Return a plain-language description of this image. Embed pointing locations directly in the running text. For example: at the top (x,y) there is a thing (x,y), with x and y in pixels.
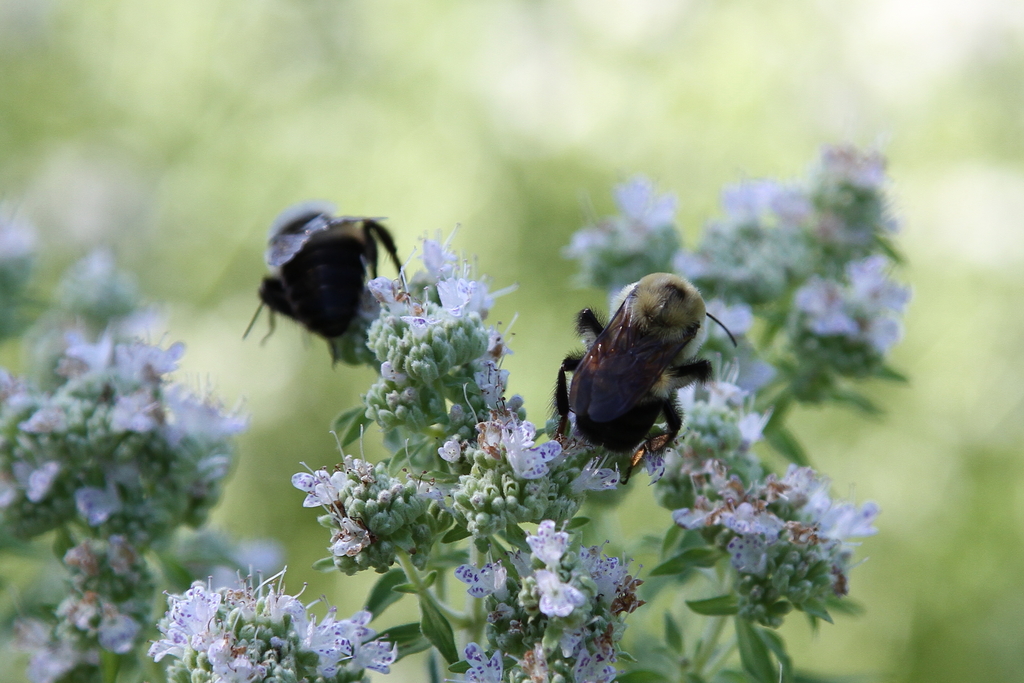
In this image there are two insects (334,279) on the flowers (514,496) and plants (743,490). The background (685,52) is blurred.
